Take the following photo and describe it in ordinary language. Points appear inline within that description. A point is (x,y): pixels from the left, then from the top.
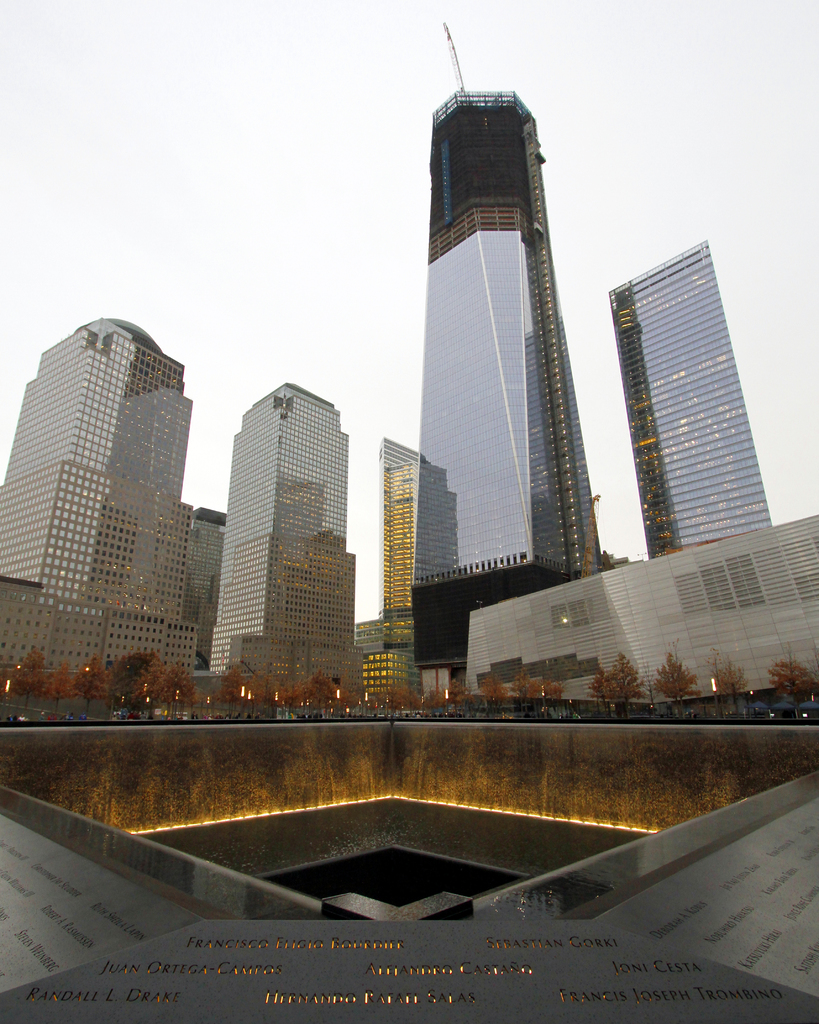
In this picture we can see so many buildings (517,494) and some lights (344,800).
